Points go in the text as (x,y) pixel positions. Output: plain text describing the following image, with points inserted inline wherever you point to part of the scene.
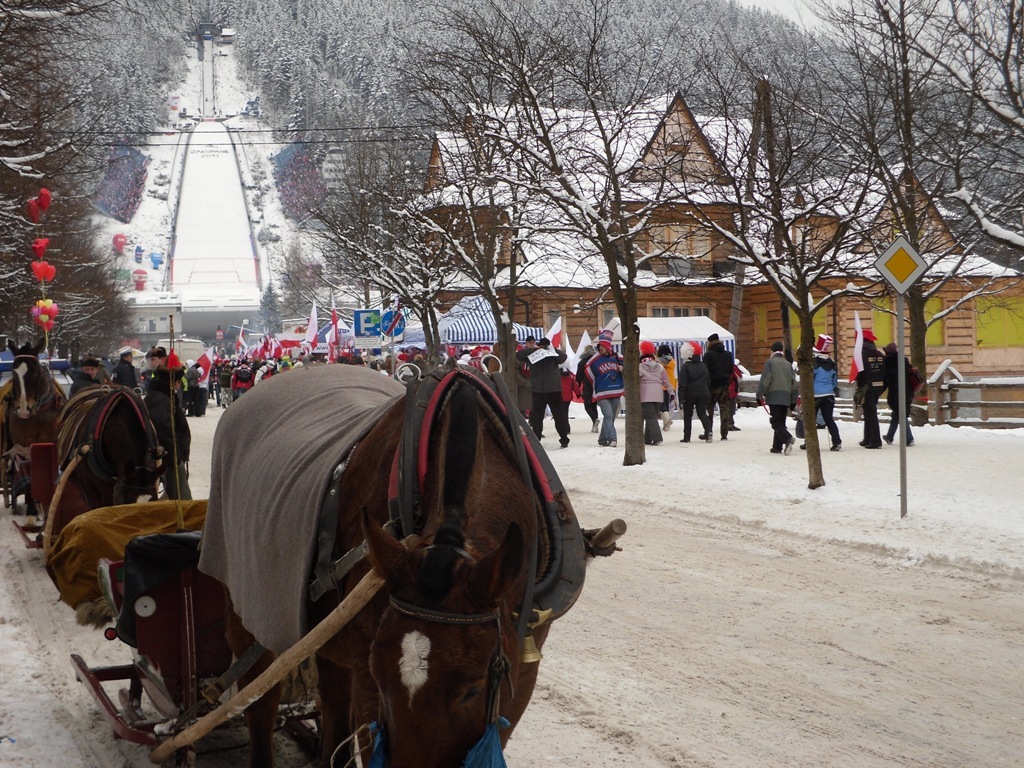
In this image in the middle (410,494), there are horses (392,695), some people (909,363). In the middle (547,396) there are tents (656,330), some people (618,357), flags (856,354), trees (919,323), signboards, houses (846,283), ice (245,145), way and sky (785,5).
